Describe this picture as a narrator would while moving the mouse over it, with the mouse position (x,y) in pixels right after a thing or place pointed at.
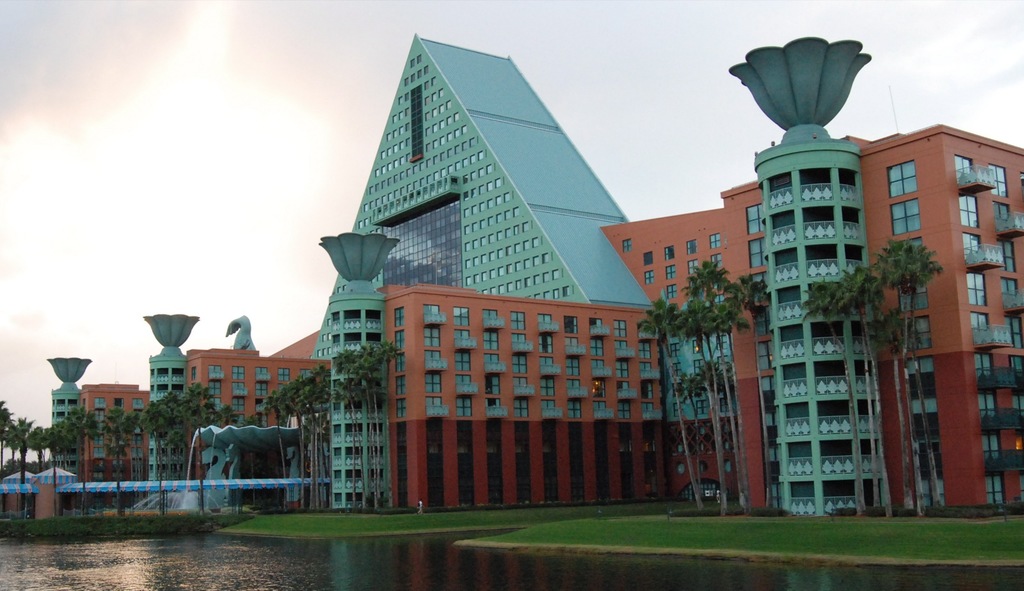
In the picture we can see water (281,589) and near it, we can see a grass surface (385,527) and on it we can see buildings (712,476) with windows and near to the building (716,488) we can see some trees (42,441) and behind the building (1023,289) we can see a sky (636,155) with clouds (38,94).
